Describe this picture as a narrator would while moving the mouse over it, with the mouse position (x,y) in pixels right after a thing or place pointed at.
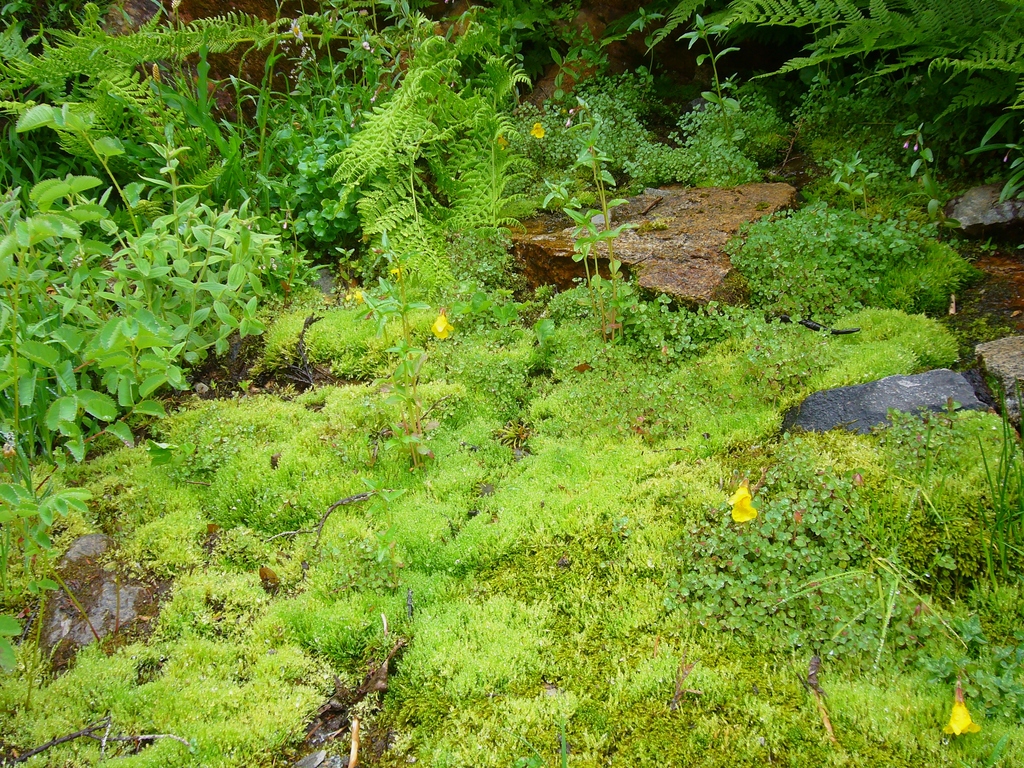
In this image there is grass (508,545) on the surface (585,551). There are plants (619,108) and rocks (994,361).
